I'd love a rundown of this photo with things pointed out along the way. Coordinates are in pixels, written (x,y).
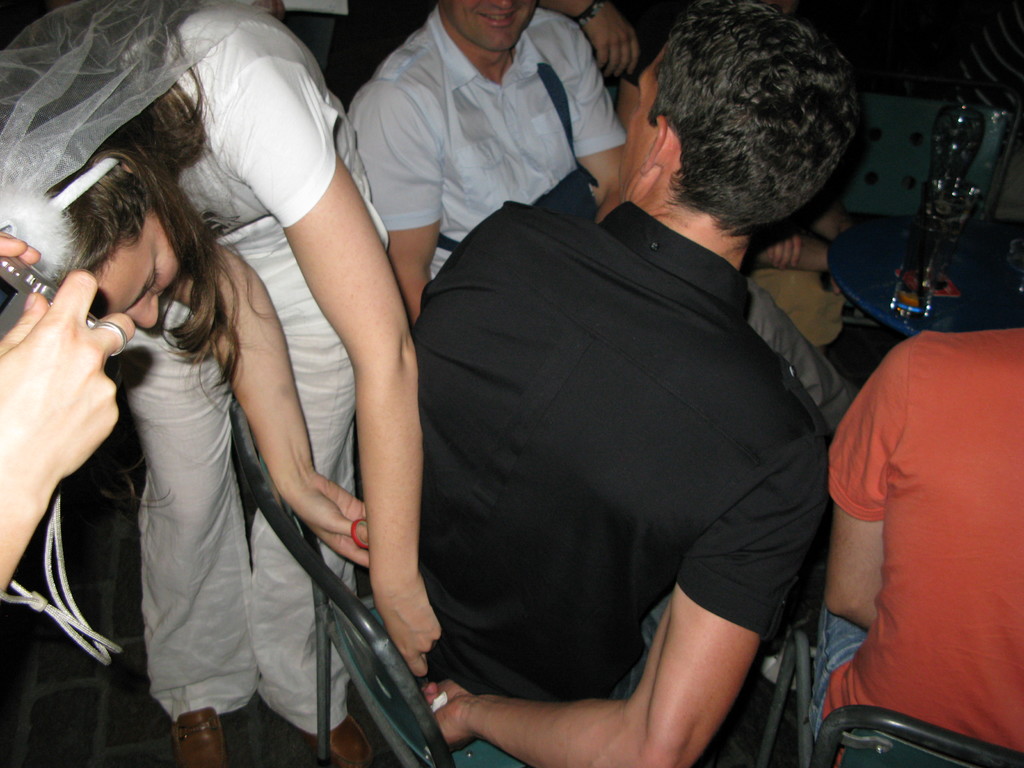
In this image we can see the persons (611,590) sitting on the chair (330,640) which are on the surface (131,703). We can also see the table (991,266) and on the table (962,276) we can see the glasses (954,223). On the left (143,156) there is a woman (257,213) standing and holding an object (365,538). We can also see some person (55,399) holding the mobile phone (45,293) and capturing the photograph.
